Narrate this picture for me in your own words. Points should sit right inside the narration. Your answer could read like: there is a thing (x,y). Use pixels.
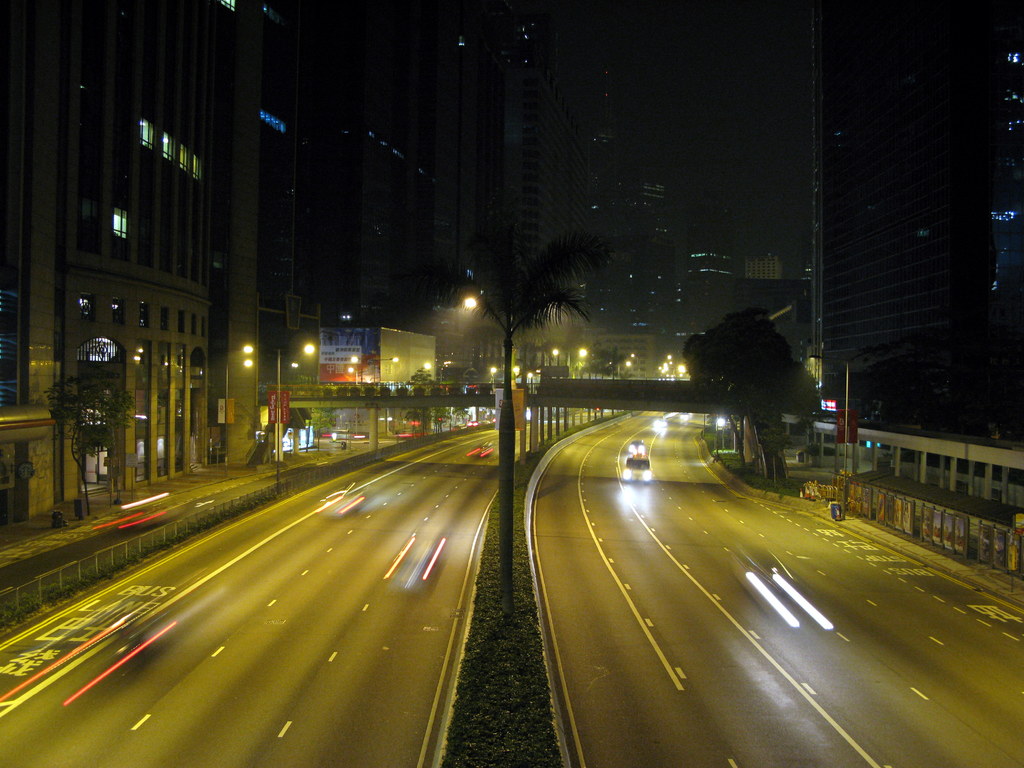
In the picture I can see vehicles (436,546) on roads (661,702). In the background (818,410) I can see trees (510,447), buildings (636,365), street lights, fence (223,507) and some other objects (440,420).
